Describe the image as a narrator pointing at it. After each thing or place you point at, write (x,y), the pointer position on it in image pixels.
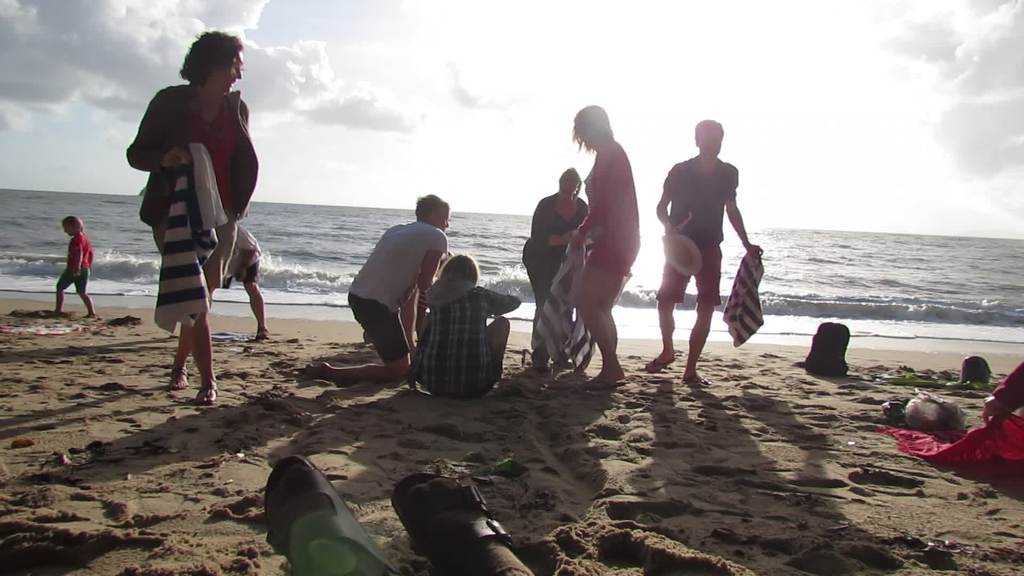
In the center of the image (407,223) some persons (597,129) are there in a beach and some of them are holding clothes (749,280), hat (678,268). In the background of the image (631,270) we can see the water (659,274). At the top of the image (542,66) clouds (506,105) are present in the sky (644,142). On the right side of the image (835,355) we can see bags (950,413), cloth (976,436), a person hand (999,407). At the bottom of the image (467,544) we can see a person legs (442,528) and soil (741,490).
